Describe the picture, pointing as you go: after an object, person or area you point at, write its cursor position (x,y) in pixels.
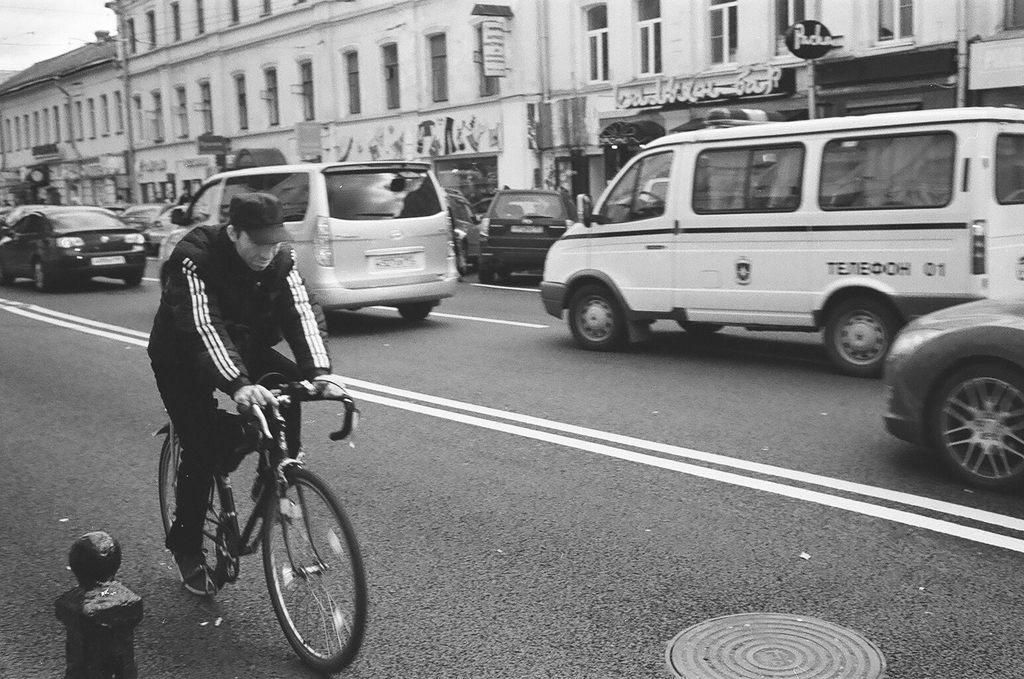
In this image there are vehicles (182,221) which are passing through the road (859,441) and at the middle of the image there is a person (233,307) wearing black color jacket (192,373) riding bicycle (329,506) and at the background of the image (551,133) there is a building (539,100).
